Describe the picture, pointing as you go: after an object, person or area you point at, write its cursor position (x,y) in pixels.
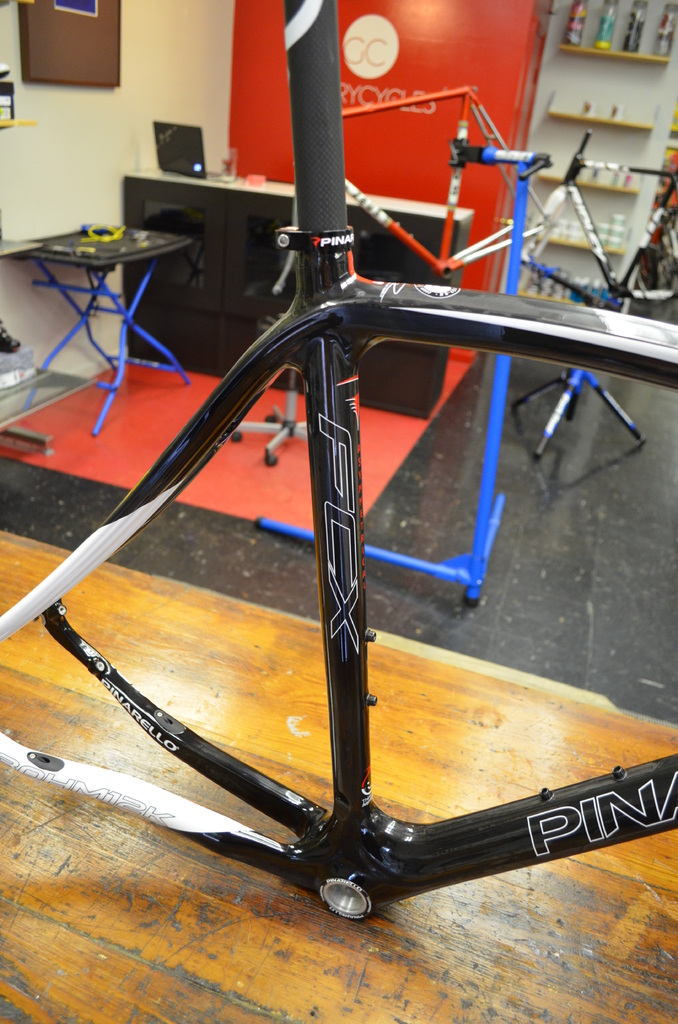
In this image we can see there are some instruments (427,320) in the room (158,541).
